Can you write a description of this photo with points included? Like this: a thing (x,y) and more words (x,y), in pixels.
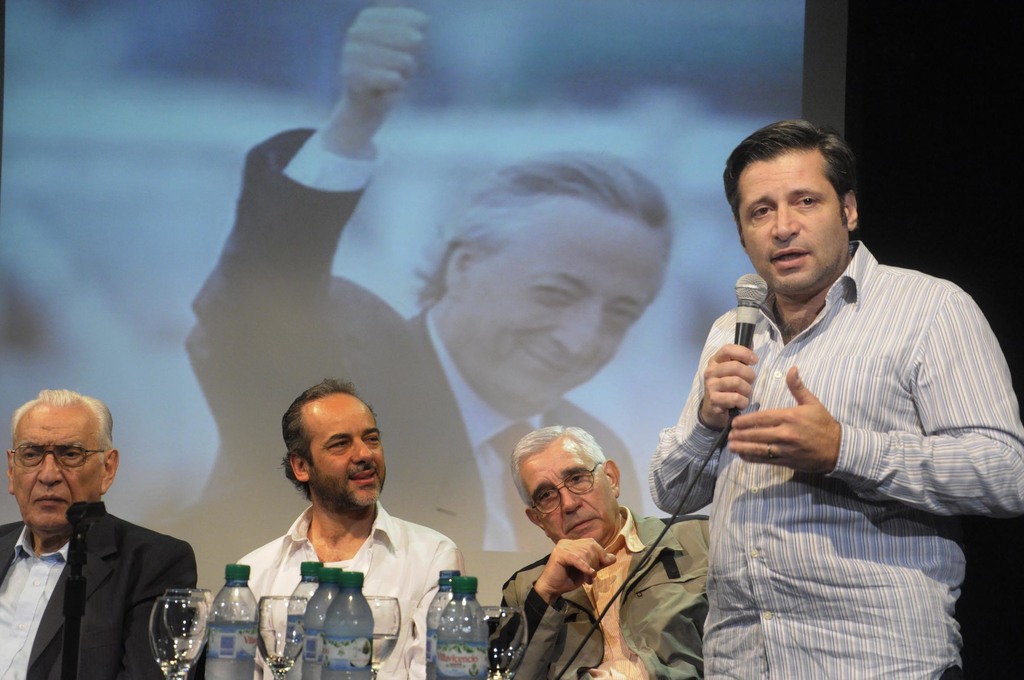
This picture describes about four people (818,456), three people (591,527) are seated on the chair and one person (798,508) is speaking with the help of microphone (752,335), in front of them we can see couple of glasses (278,637), bottles (364,603). Behind them there is a projector screen (469,240).
